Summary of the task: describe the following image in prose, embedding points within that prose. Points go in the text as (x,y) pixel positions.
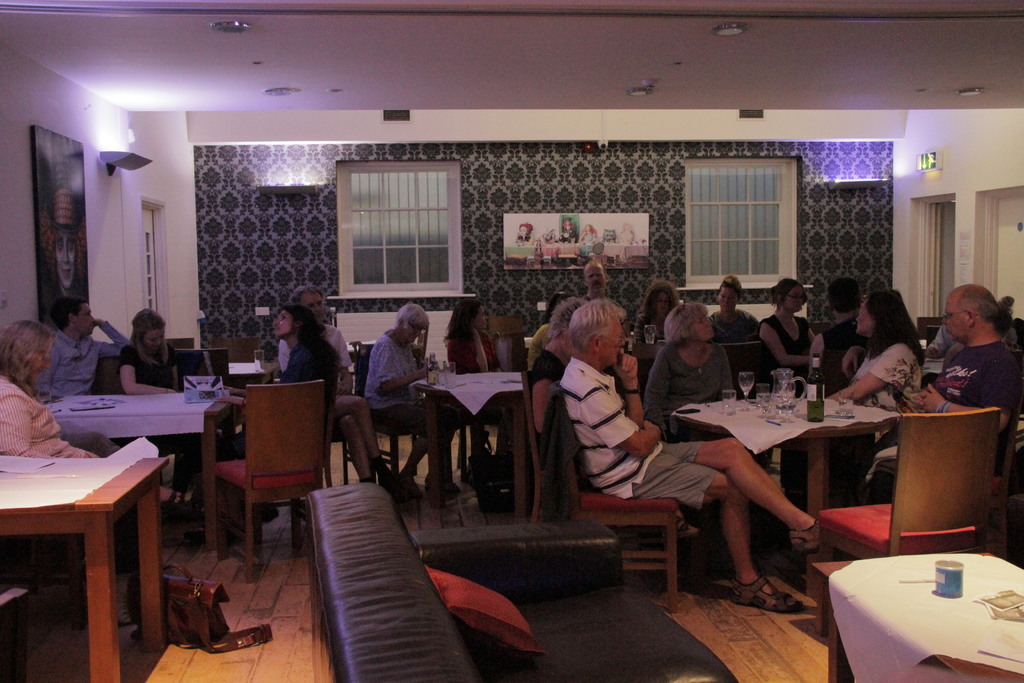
In the image there are group people (334,357) sat on chair (622,509) around the table (802,426) and it seems to be a bar area (638,332).
